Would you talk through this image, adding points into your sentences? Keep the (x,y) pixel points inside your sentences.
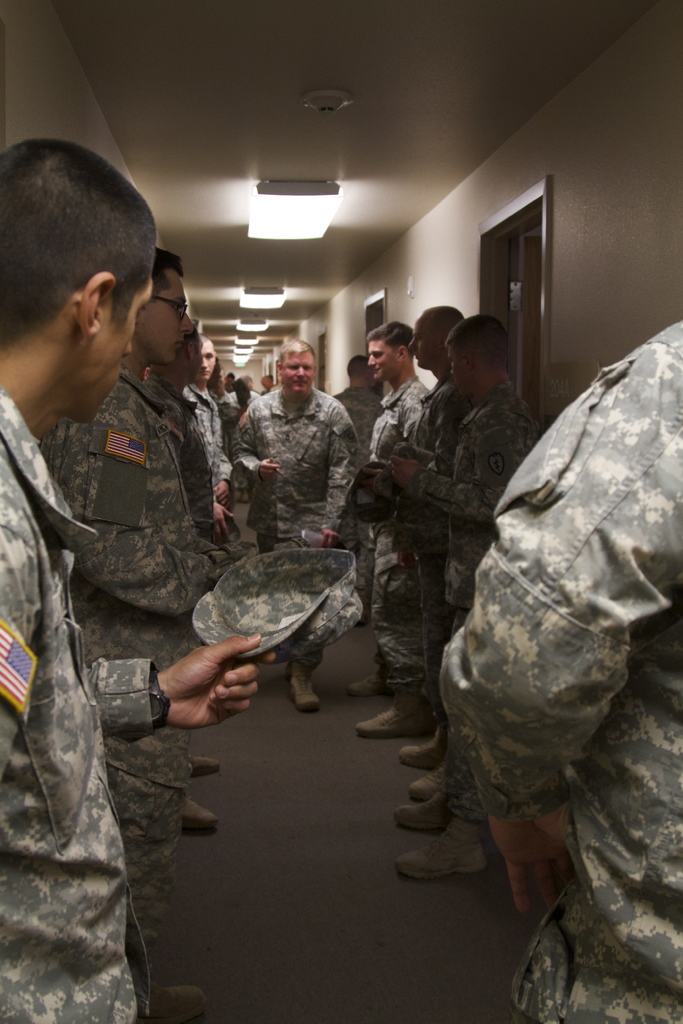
In this picture I can observe some men (151,456) standing on the floor (266,713). All of them are wearing ash color dresses (308,479). On the right side (512,309) I can observe some doors (510,335). In the background (250,343) there are some lights (252,325) fixed to the ceiling (118,69).
